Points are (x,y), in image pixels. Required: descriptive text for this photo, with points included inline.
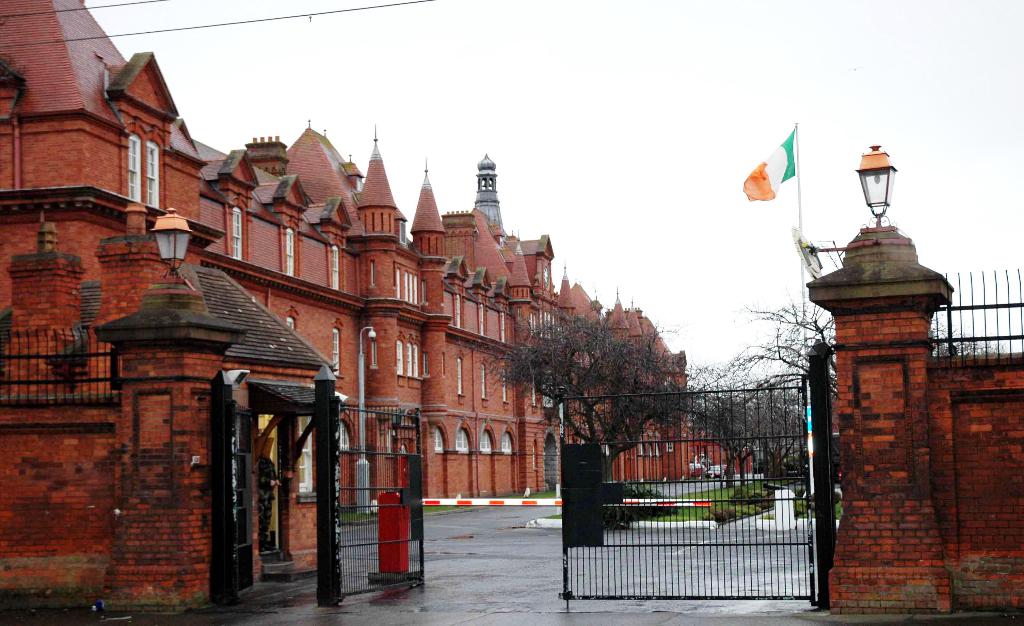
In this image there is a huge building (681,450), in front of the building (692,456) there is a vehicle (697,472), trees (724,454), grass (698,511), plants (752,498) and there is a flag (793,157). In the foreground of the image (620,529) there is a wall (43,488) and a gate (690,526). On the wall (164,284) there are two lamps (869,199). In the background (630,80) there is the sky (689,65).
